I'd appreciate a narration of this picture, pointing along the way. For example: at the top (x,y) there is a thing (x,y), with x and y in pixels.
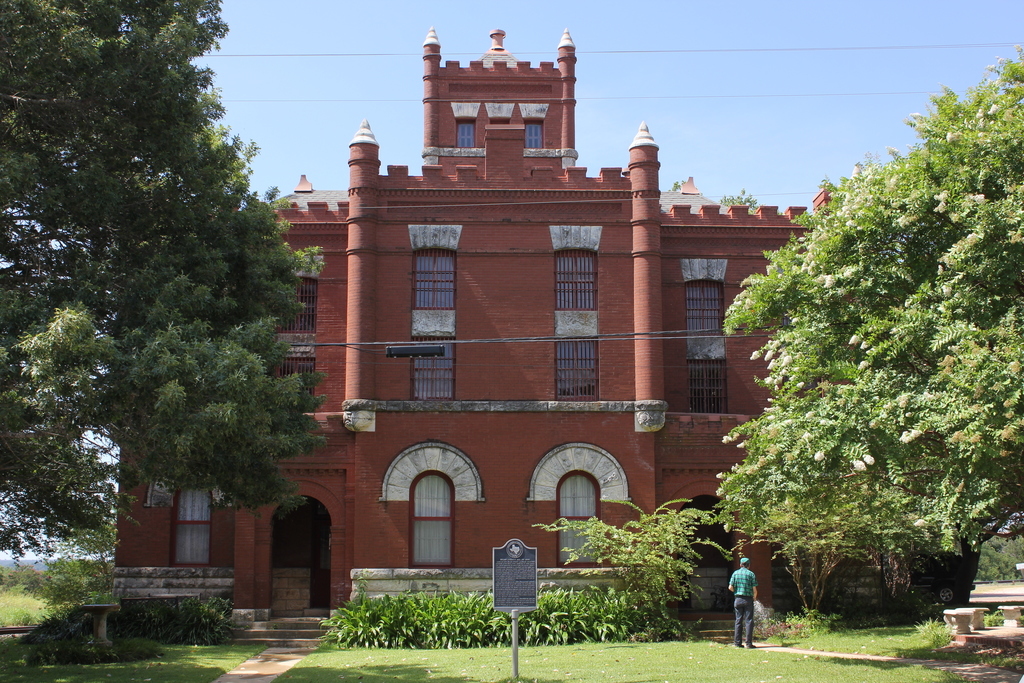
It is a big building (426,328) and in front of the building (711,628) there is a garden (681,638) and beside the garden (673,583) a person (740,604) is standing and there is a board (520,582) dug in the garden (487,656), around the building (308,596) there are some trees (871,294).
